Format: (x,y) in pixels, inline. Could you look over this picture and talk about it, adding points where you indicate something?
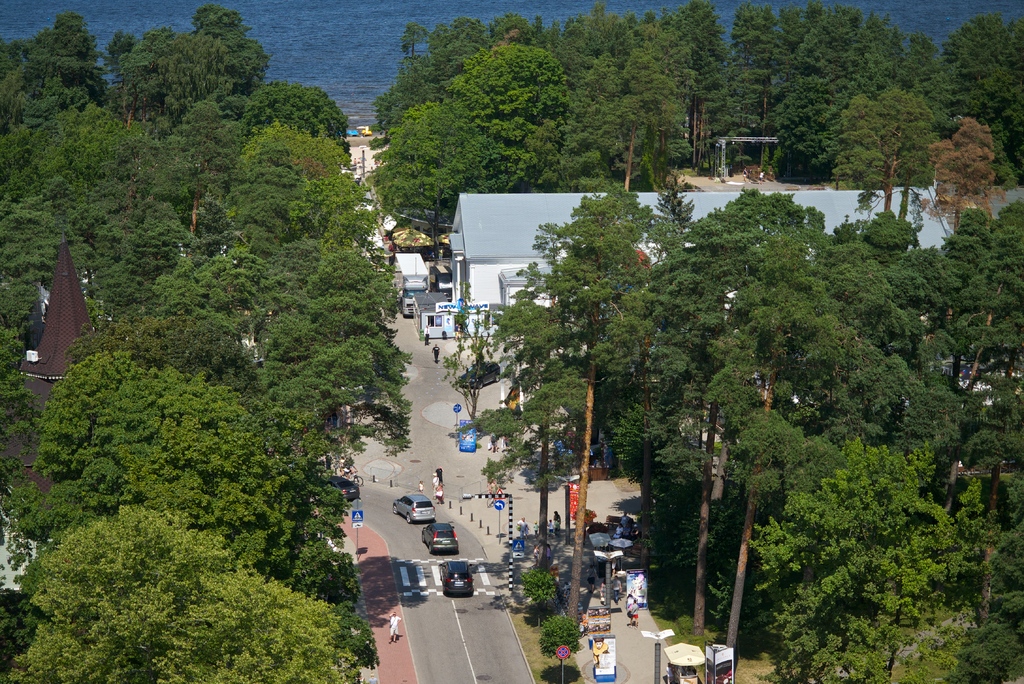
In this image I can see number of trees (199,426) which are green in color, few buildings (664,211), the road (430,636), few persons (439,477) and few vehicles (454,567) on the road (418,631). I can see few poles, a traffic signal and in the background (358,35) I can see the water (323,32).
